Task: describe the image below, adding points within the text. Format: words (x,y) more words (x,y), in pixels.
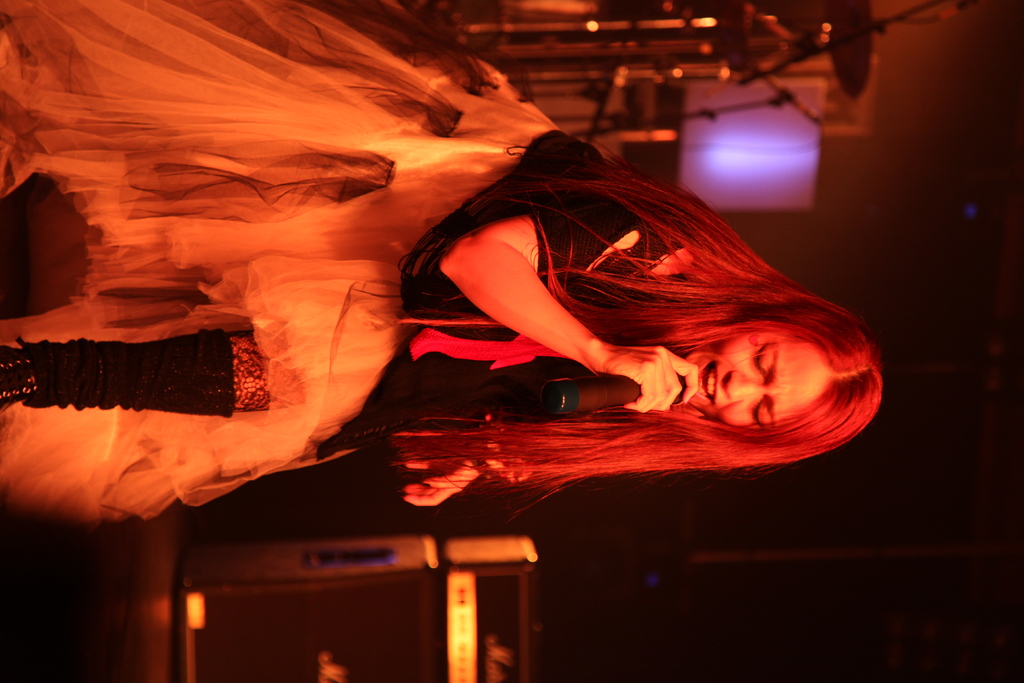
Here we can see a woman (622,311) singing on the mike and there are musical instruments (483,573). There is a dark background (860,559).
